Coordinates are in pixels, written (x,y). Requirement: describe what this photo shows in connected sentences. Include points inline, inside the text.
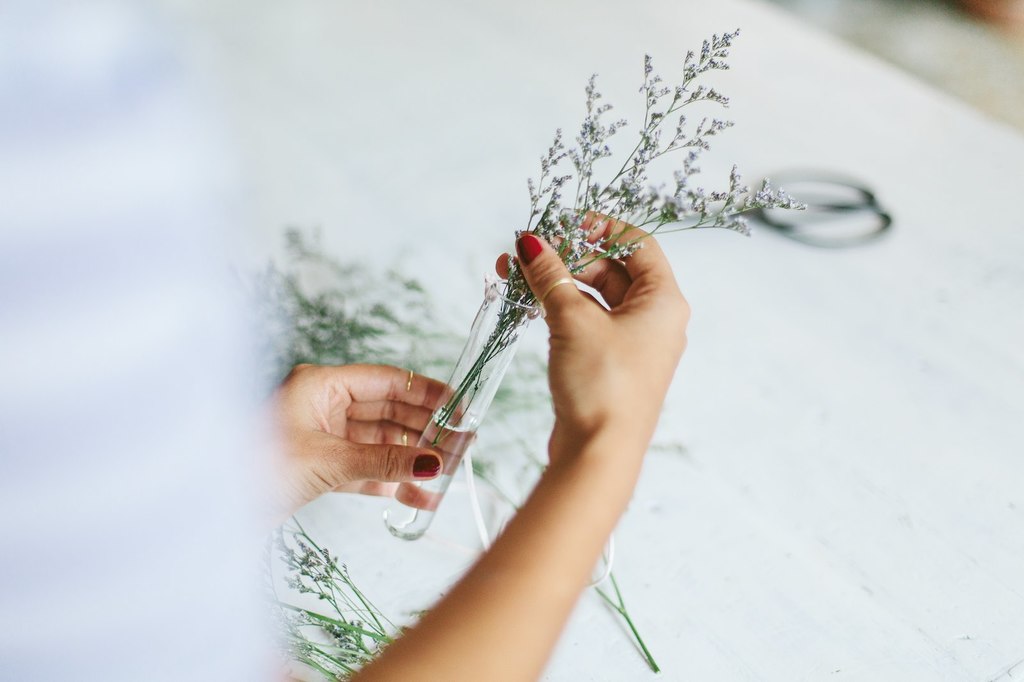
In this image we can see a person (349,403) holding a tube (459,383) and stems (646,162). Inside the tube (493,355) we can see the liquid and to the stem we can see the flowers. Behind the person hand (560,449), we can see a group of stems (493,411) on a white surface (680,376).
